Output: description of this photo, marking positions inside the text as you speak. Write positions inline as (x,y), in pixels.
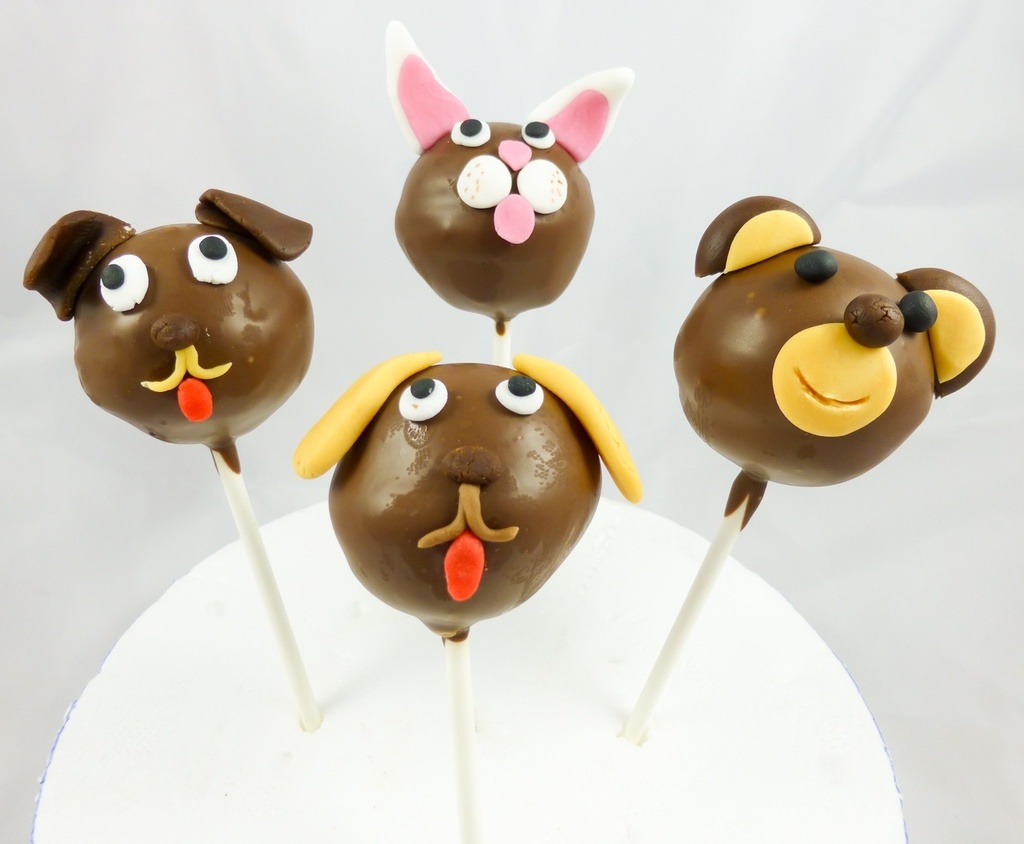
In this image we can see four lollipops (433,621) on an object (366,613), and the background is white in color.
